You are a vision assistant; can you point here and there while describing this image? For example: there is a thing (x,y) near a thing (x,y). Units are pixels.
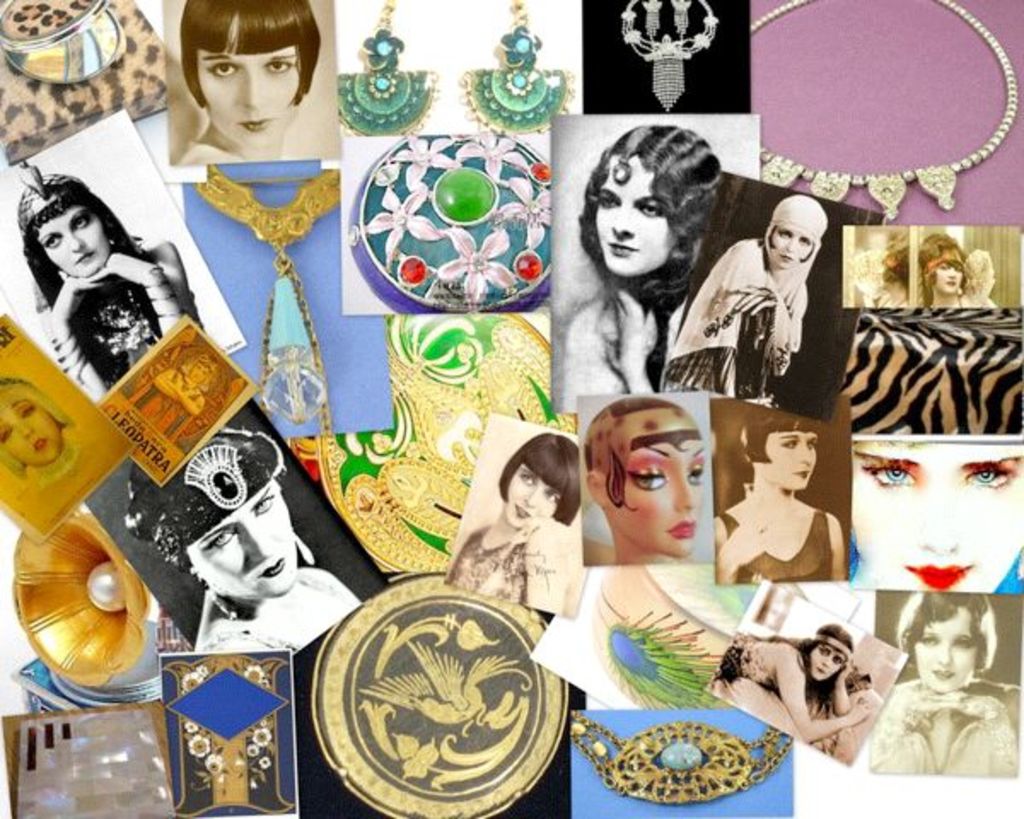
In this image there is a board (92,258) on that board (865,743) there are photos (920,710) of a woman (261,126) and ornaments (664,732).
